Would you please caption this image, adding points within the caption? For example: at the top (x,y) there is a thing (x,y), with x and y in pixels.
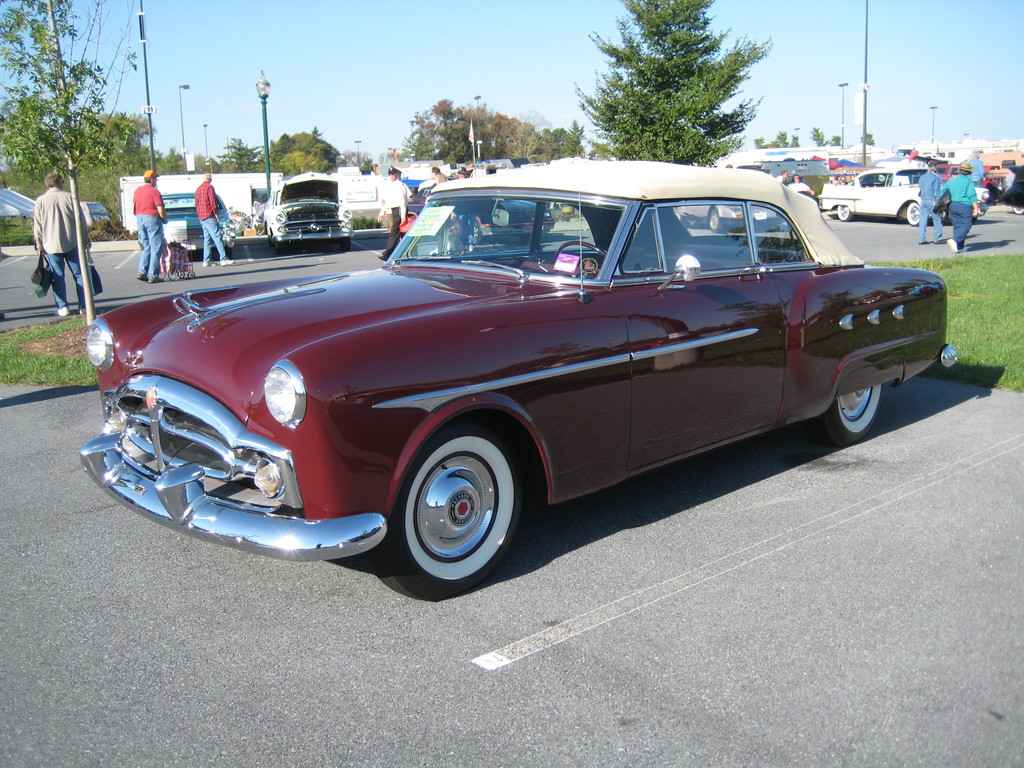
In this image I can see many vehicles (402,358) on the road (220,270). To the side of these vehicles (410,306) I can see the group of people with different color dresses (967,198) and the trees (504,151). In the background (507,93) I can see many poles (479,149) and the sky (550,104).
